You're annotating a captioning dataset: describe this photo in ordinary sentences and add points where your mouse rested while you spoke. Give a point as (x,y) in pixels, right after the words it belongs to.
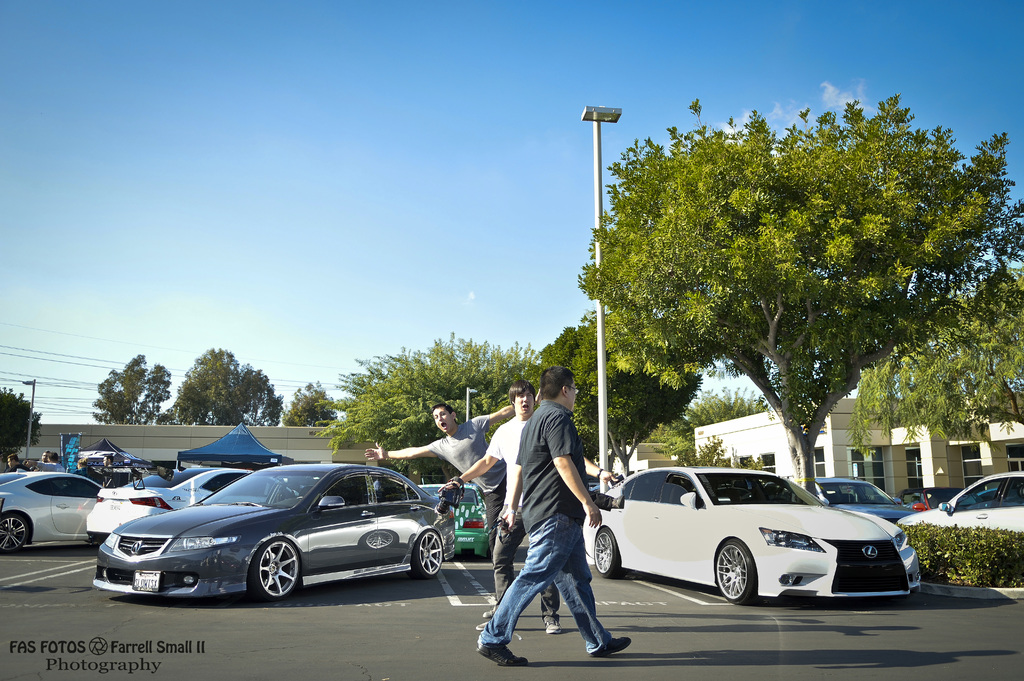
In this image I can see some people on the road (310,590) behind that there are some cars (158,516), trees (808,260) and buildings (903,458).
